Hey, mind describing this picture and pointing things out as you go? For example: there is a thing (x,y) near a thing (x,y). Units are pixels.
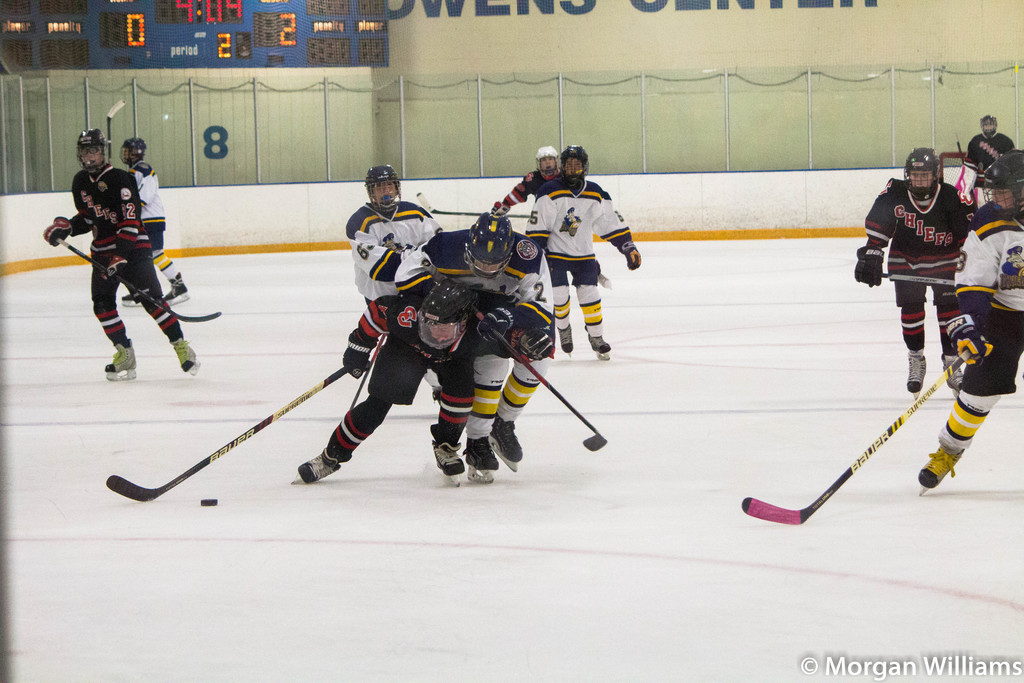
In the picture we can see these people (982,248) wearing jackets (1020,254) and skate shoes (183,285) are holding hockey sticks (81,255) in their hands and skating on the white color surface (401,570). In the background (306,31), we can see the LED display board (289,36), fence (346,91) and the wall (775,49) on which we can see some text (584,2). Here we can see the watermark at the bottom right side of the image (831,672).
